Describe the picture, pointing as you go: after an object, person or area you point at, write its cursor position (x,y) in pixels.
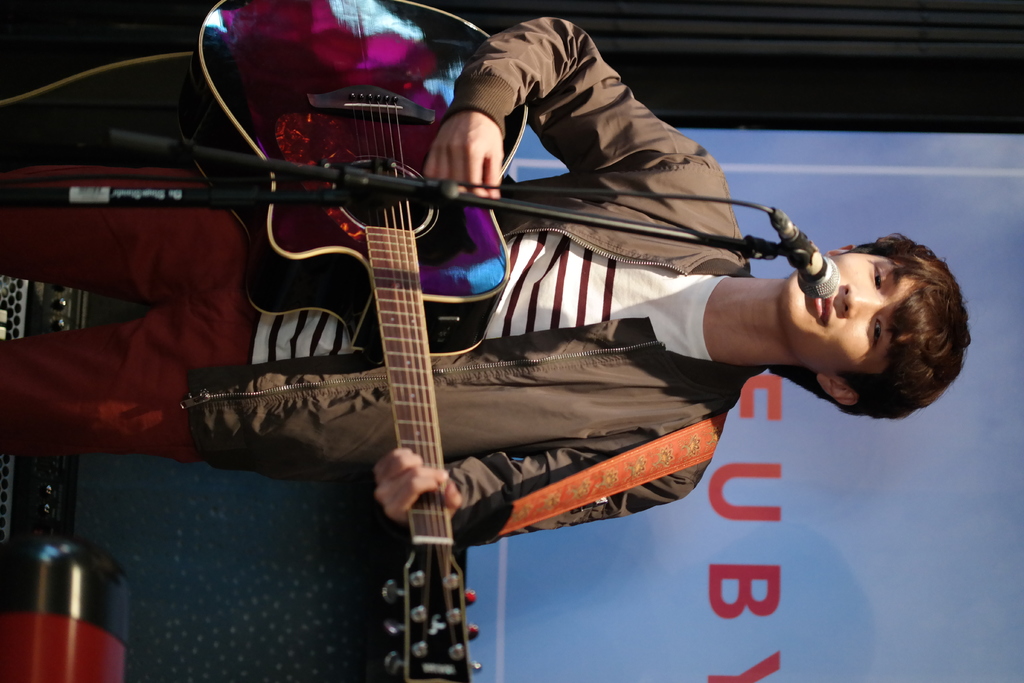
In this picture we can see a boy (721,166) holding a guitar (404,587) with his left hand (387,475), and playing the guitar (401,154) with his right hand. He is wearing a jacket (650,366), t-shirt (522,330) and a pant (153,382). Also there is a screen (776,577) behind him displaying some name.
